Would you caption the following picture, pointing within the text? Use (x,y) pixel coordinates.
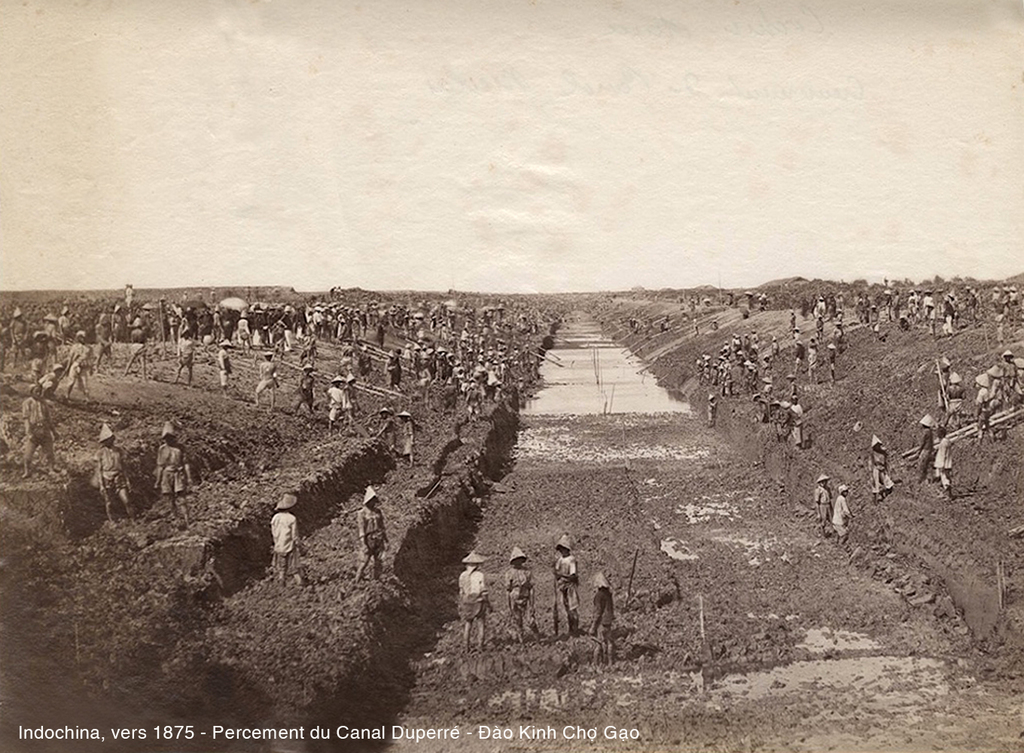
This picture consists of group of people (241,341), they are digging the soil (278,416) and in the middle (556,375) there is a canal (589,435) and at the bottom (208,739) there is a text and at the top (542,171) I can see the sky (764,197).
